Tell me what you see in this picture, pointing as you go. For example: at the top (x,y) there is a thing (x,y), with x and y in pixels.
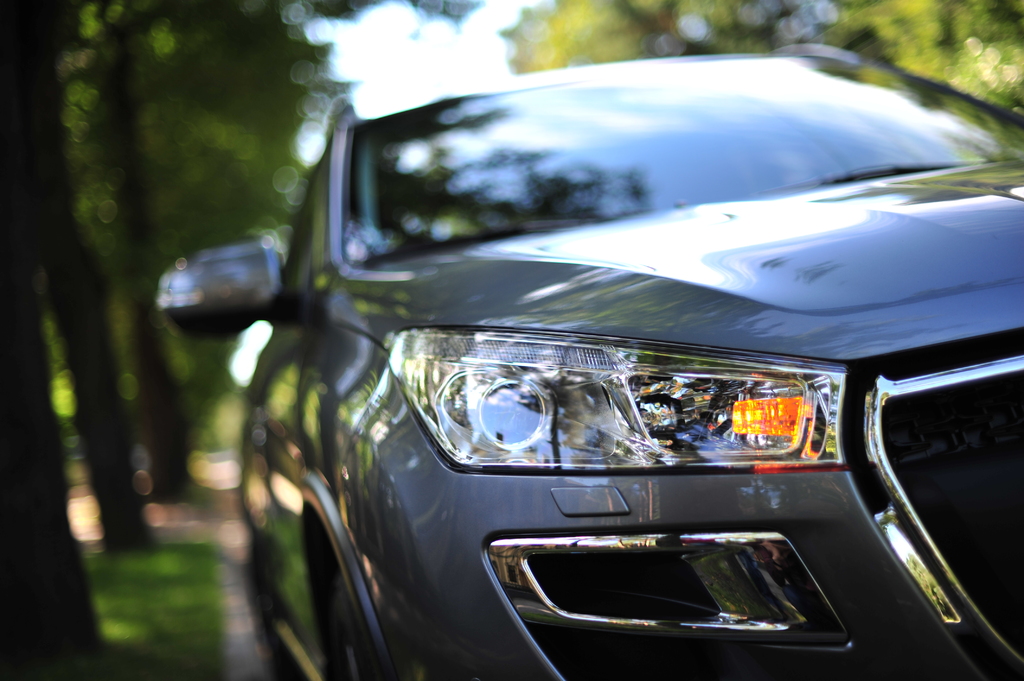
In the center of the image (475,362) there is a car (435,525) on the road (231,677). In the background (43,336) we can see trees (268,105) and sky (482,77).
